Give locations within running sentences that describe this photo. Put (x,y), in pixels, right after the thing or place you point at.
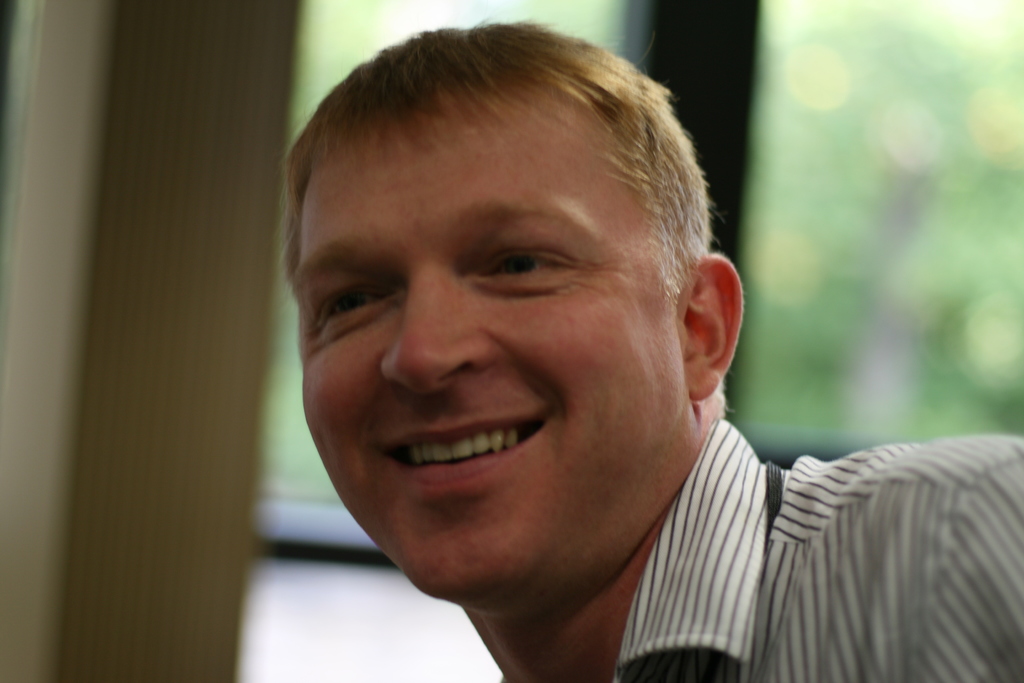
In the image we can see a man (836,587) wearing clothes (828,590) and the man (628,473) is smiling. The background (898,195) is blurred.
